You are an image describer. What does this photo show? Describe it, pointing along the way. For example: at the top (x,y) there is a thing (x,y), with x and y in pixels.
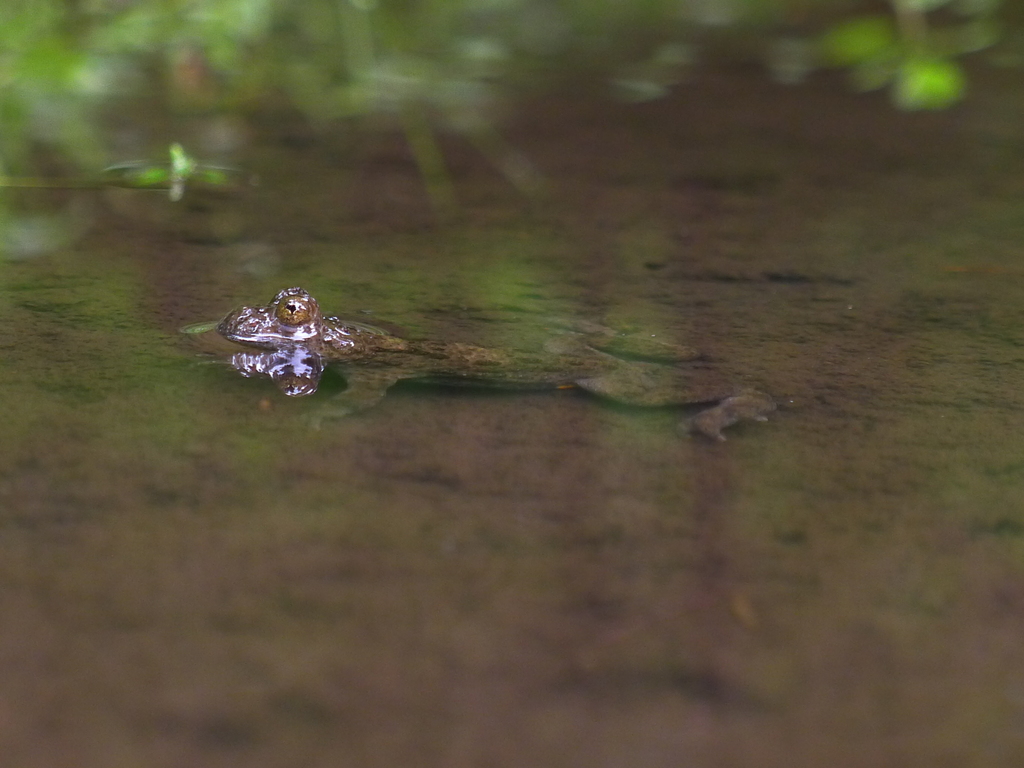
We can see frog (325,338) and algae (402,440). Background (233,12) it is blur and green color.
